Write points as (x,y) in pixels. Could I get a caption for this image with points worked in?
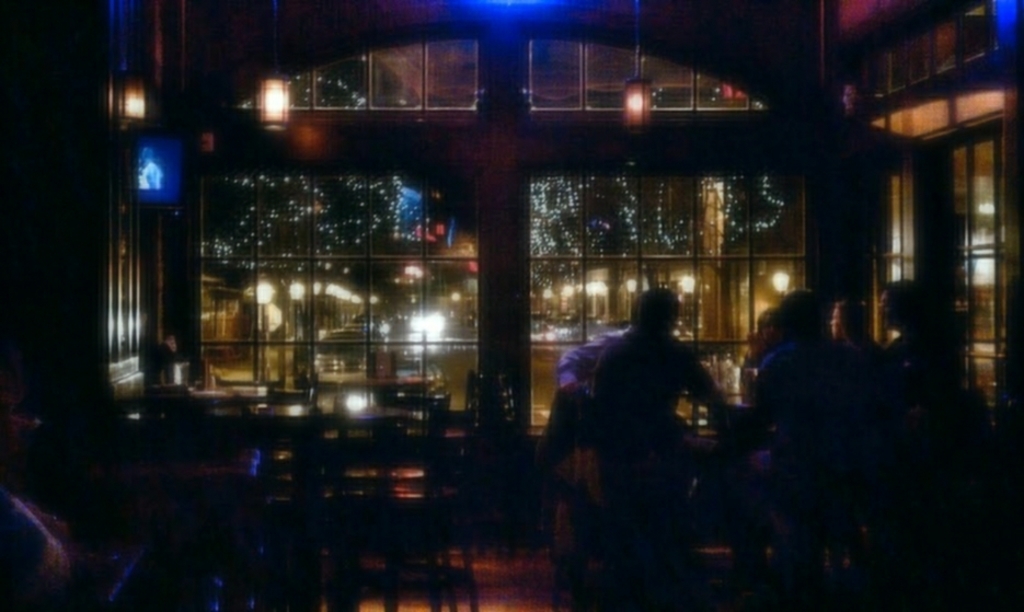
In the picture I can see few persons (760,366) sitting in chairs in the right corner (787,377) and there is a table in between them and there are few chairs (312,419) and a table (305,416) behind them and there is a glass window (374,257) and some other objects (554,248) in the background (543,233).
